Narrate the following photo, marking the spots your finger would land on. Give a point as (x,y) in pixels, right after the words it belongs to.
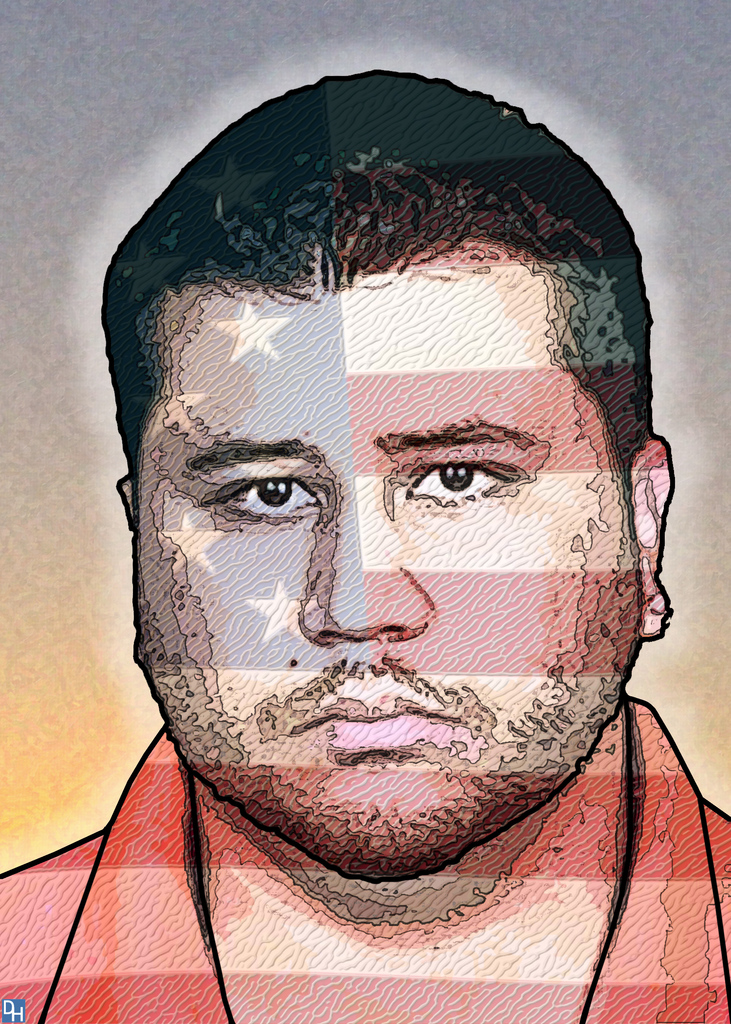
In this picture we can see the edited passport size photograph of the man (583,382), seen in the front (405,726) and giving a pose to the camera. Behind there is a blur background (672,88).
